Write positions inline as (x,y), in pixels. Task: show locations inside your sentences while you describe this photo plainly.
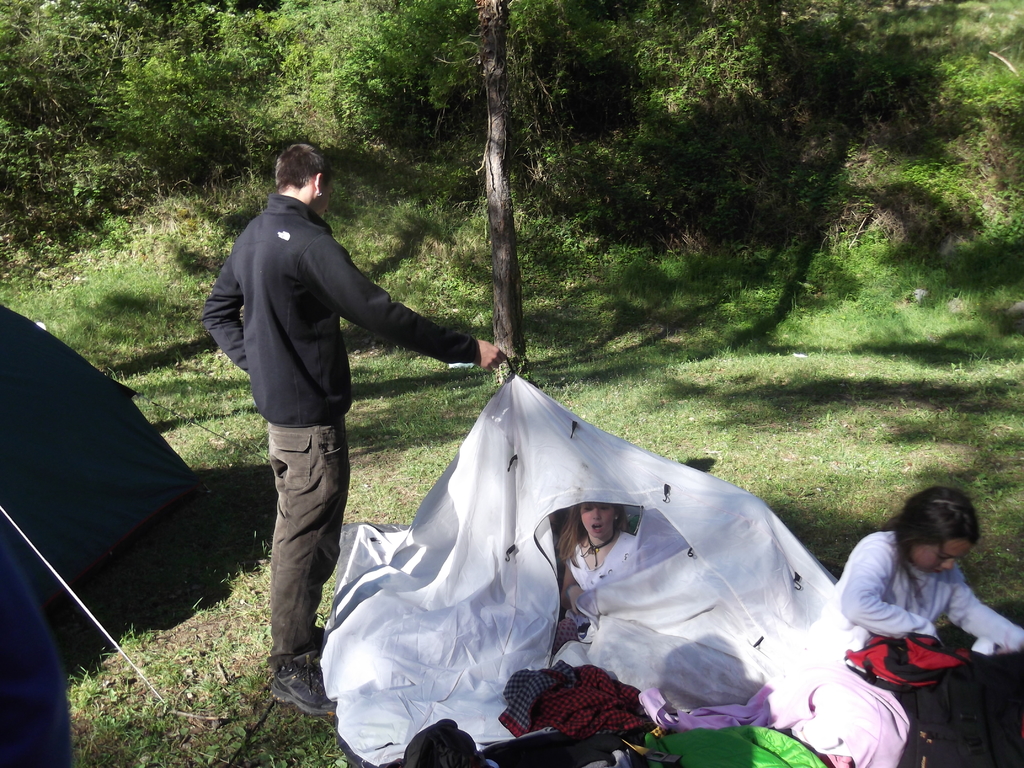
In this image I can see there are persons (382,311). One person (399,323) is standing and holding a cloth (739,630) and the other two persons (842,617) are sitting and holding a bag (916,674). And there are some clothes (623,684). And at the side there is a tent (99,477) with thread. And at the back (786,268) there are grass (824,415) and trees (409,135).
